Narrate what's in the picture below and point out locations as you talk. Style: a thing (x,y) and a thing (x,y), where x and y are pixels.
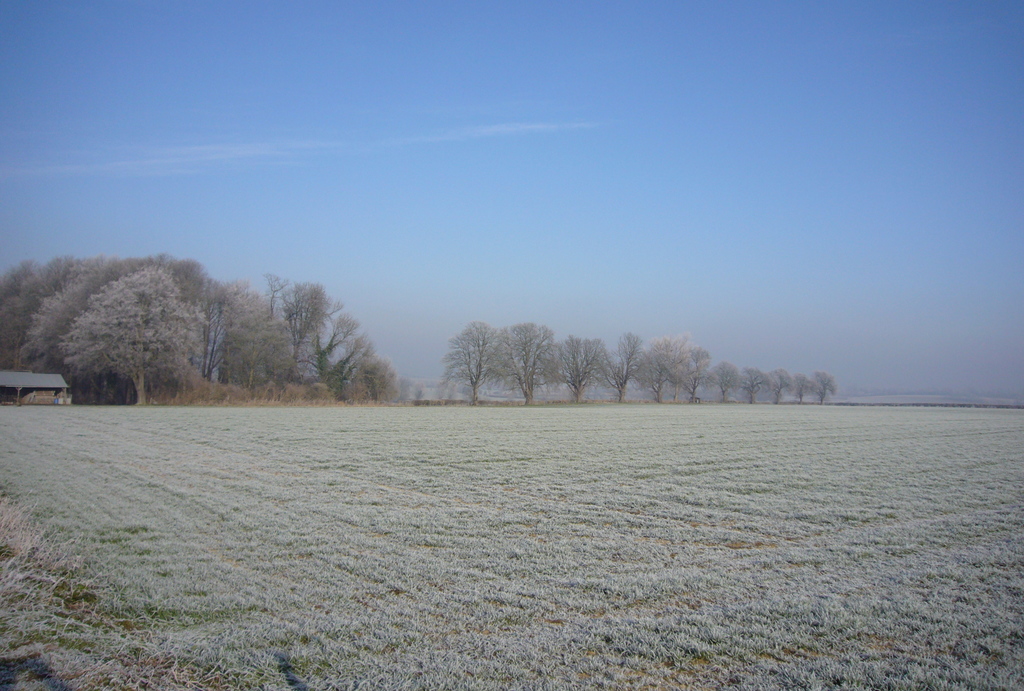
These are the trees (469,366) in the middle of an image (360,356), at the top (459,179) it is the blue color sky (557,148).
